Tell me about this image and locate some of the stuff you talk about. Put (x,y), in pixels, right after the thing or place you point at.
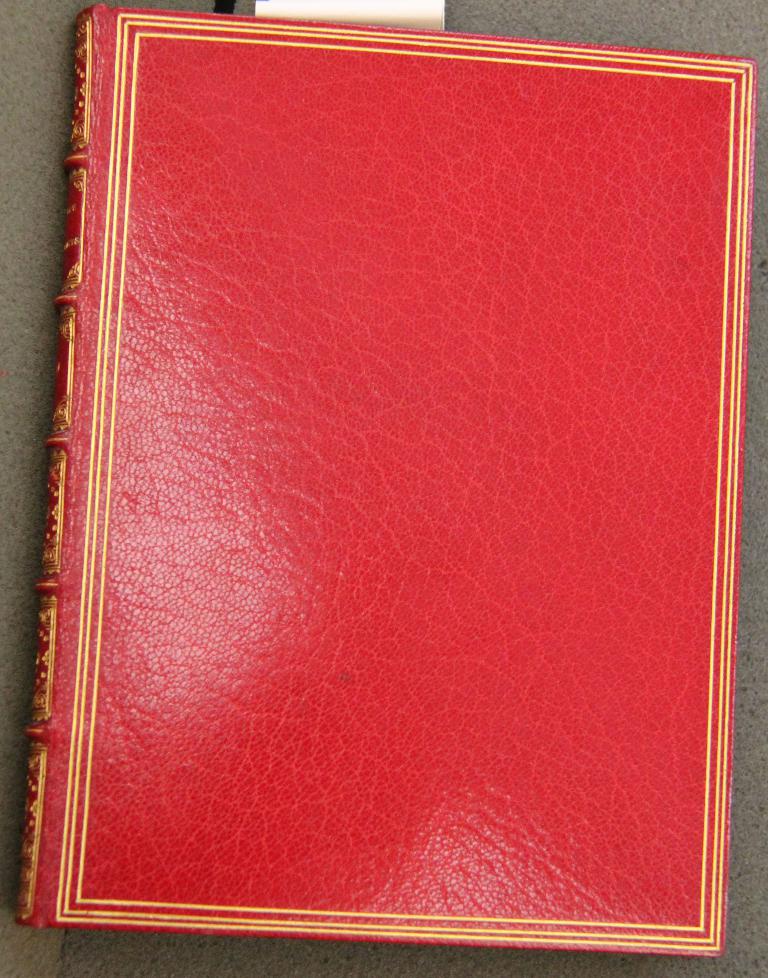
In the middle of the image (319,377) there is a red color object (218,384). It seems to be a book (608,112).
